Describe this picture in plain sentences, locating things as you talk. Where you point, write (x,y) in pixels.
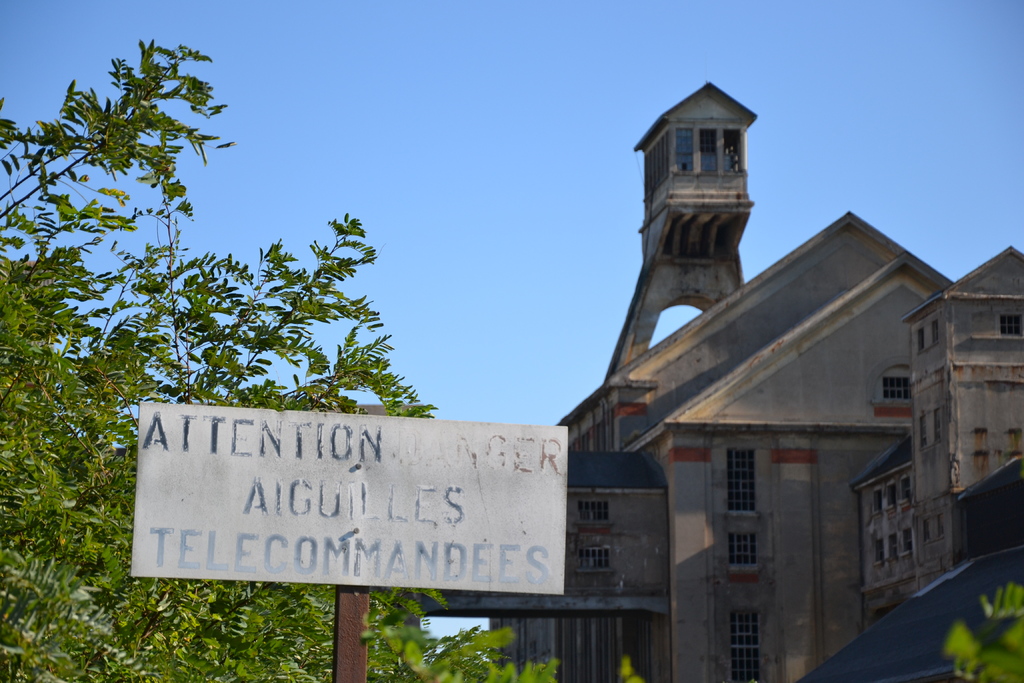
On the left (218,261) there are tree (99,530) and a board (345,509). On the right (825,512) we can see a building (793,377). In the background (408,62) it is sky (403,58).
